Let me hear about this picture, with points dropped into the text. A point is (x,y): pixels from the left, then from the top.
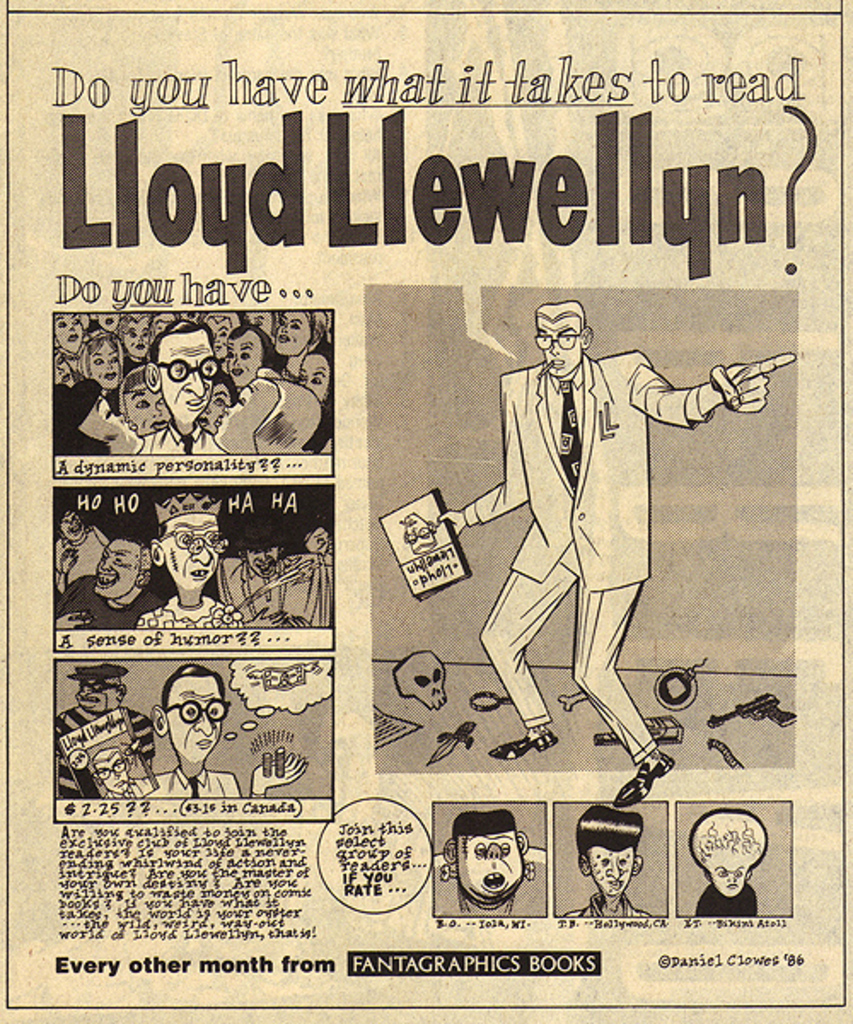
This is a poster (280,973) and in this poster (157,551) we can see some people (323,594), books (420,525) and some text (91,930).
